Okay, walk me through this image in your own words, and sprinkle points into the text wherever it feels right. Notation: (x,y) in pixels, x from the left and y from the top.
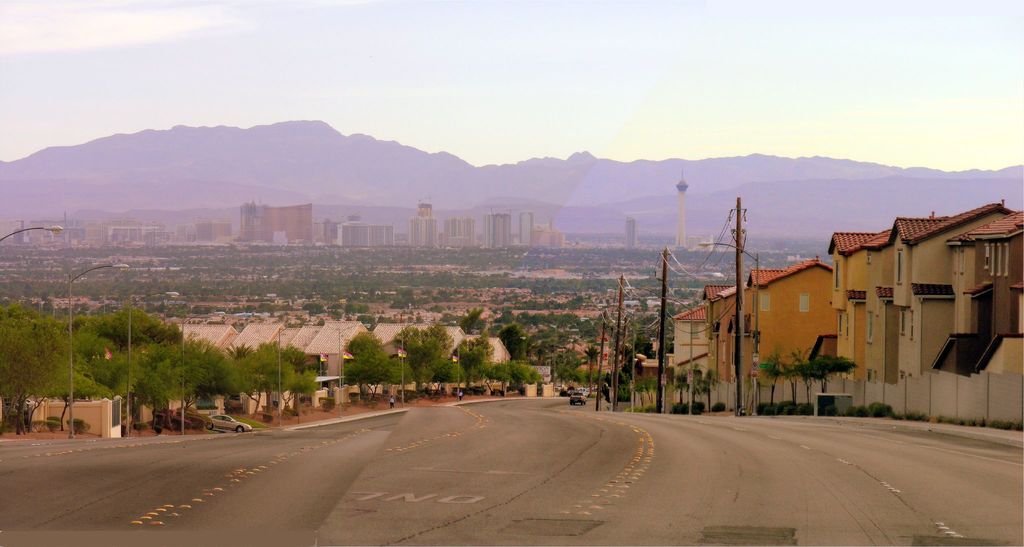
In this image there is the sky (636,62) towards the top of the image (464,85), there are clouds (81,17) in the sky (400,71), there are mountains (545,168), there are buildings (521,220), there are trees (372,293), there are houses (346,347), there are poles (739,352), there are plants (775,380), there are trees (307,370), there are wires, there is a road (587,434), there are vehicles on the road (505,482), there are street lights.
